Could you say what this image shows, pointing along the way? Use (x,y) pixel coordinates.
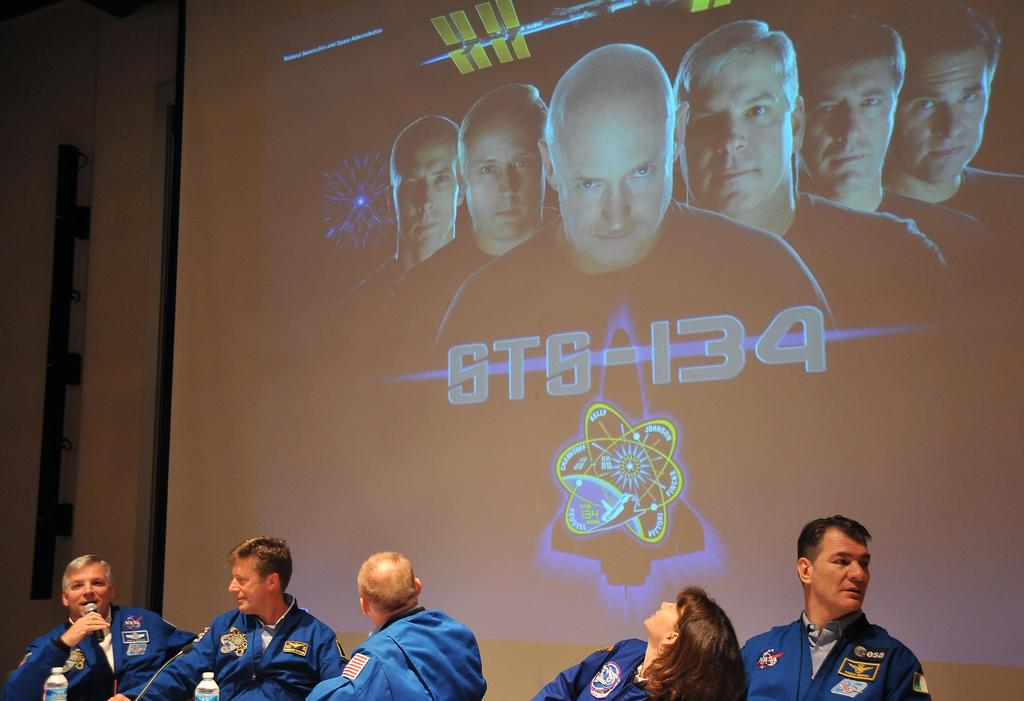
At the foreground of the image (153,670) we can see some persons (394,607) wearing similar dress (459,699) sitting on chairs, at the left side of the image (51,636) there is a person (77,630) holding microphone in his hands (94,619) there are some water bottles (58,666) and at the background of the image (470,285) there is projector screen (481,228) on which some image (542,279) is displaying.
